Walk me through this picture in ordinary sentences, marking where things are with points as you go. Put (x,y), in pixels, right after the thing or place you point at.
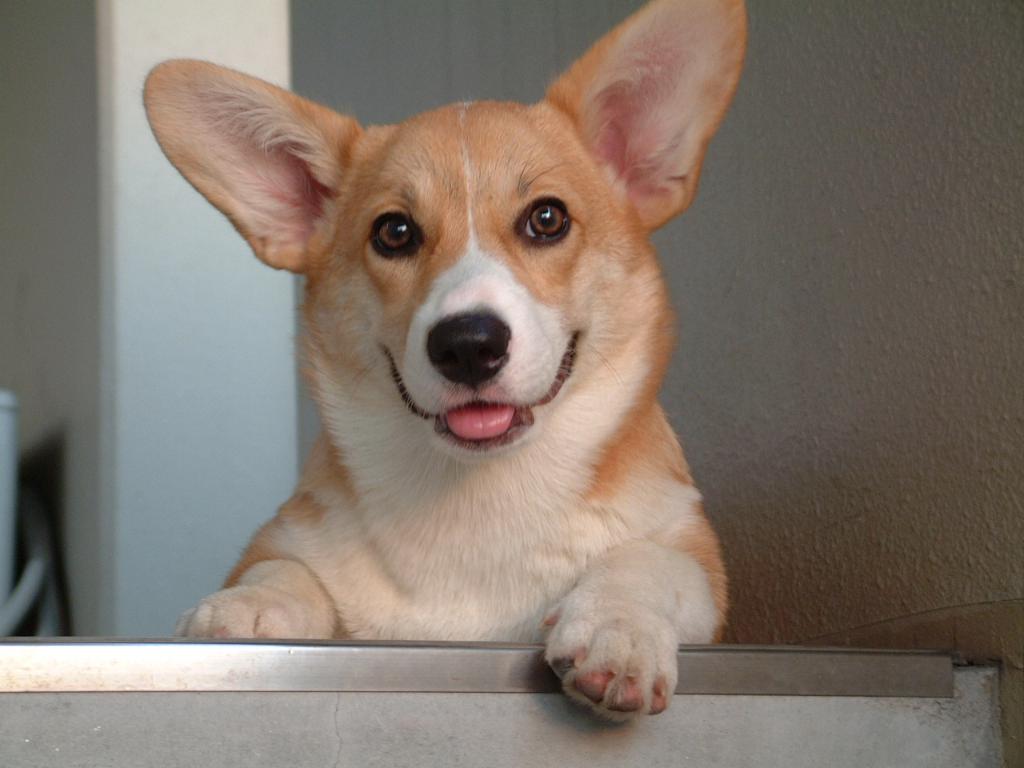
In this image, we can see dog (638,487) which is colored brown and white. In the background (794,468), we can see a wall (364,84).
